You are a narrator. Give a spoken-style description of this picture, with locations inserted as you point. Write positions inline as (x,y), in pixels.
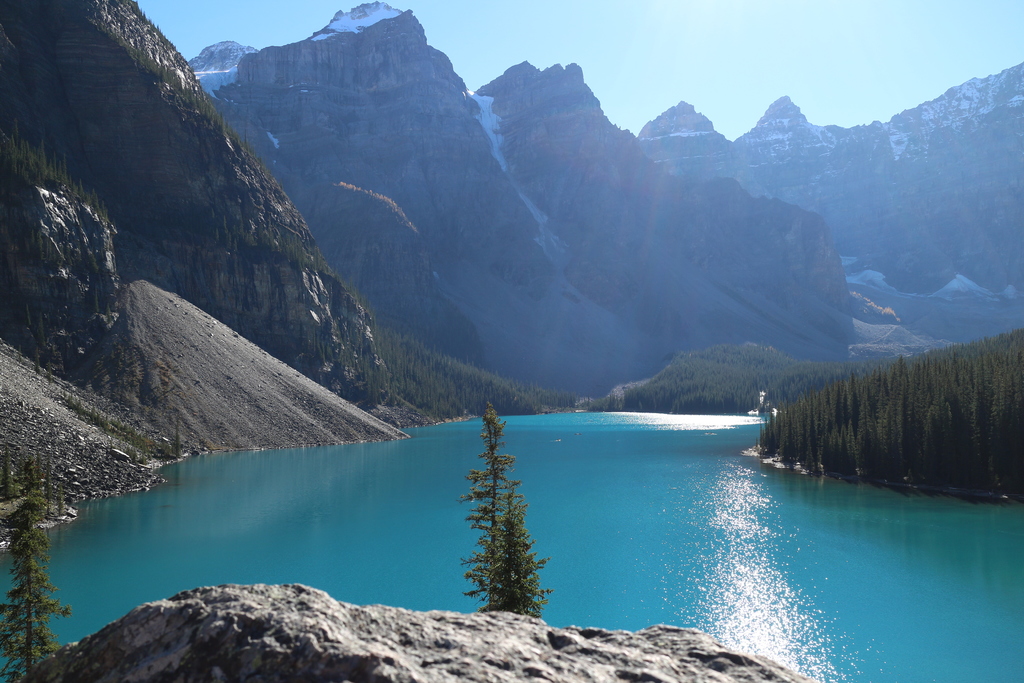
In this picture there is water (333,564) in the center of the image (595,439) and there are mountains (808,285) and trees (19,657) in the image.
